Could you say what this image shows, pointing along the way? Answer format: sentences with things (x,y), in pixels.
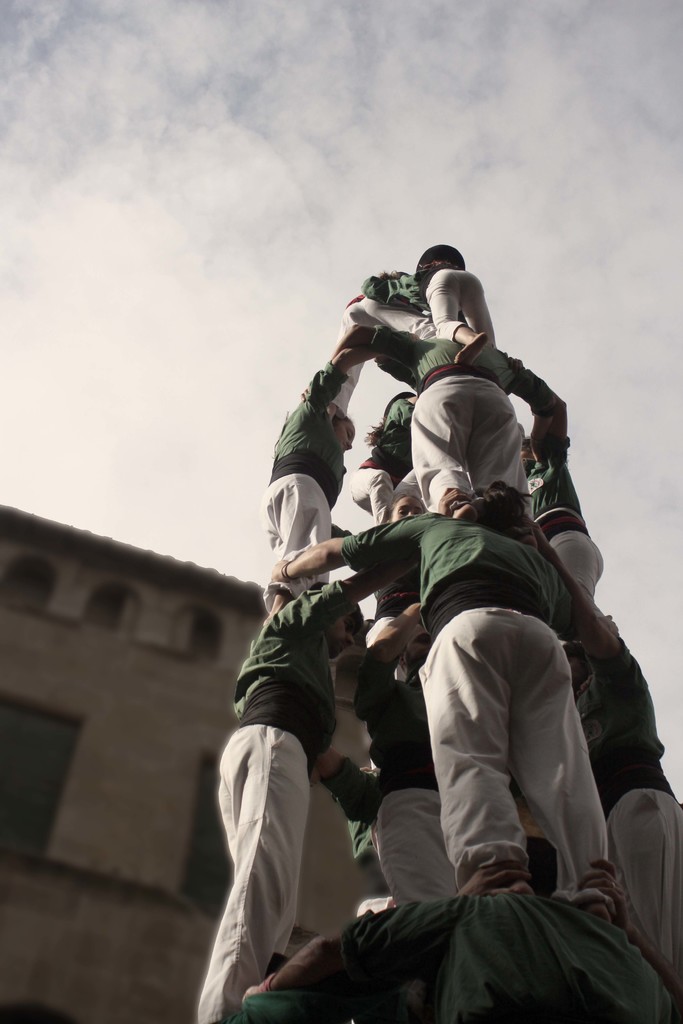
This picture shows few people (431,633) standing one upon another and we see a building (31,665) and a cloudy sky (317,138).
